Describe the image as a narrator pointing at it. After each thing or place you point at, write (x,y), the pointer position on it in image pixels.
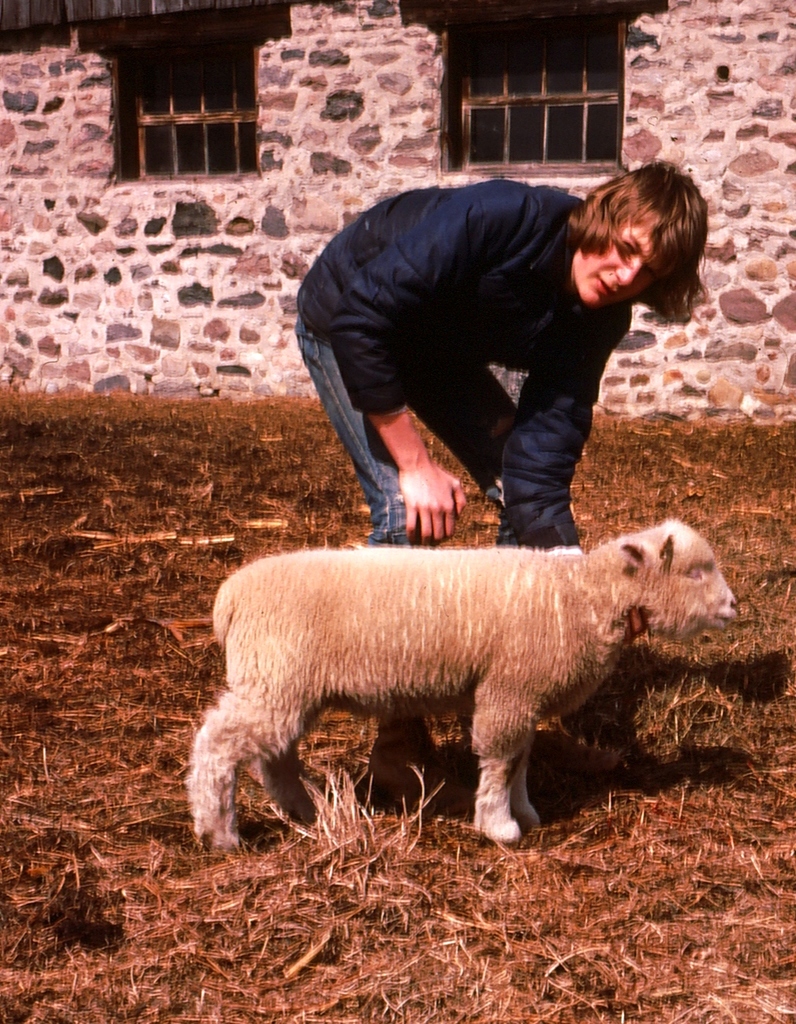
In this image there is a person (408,429) standing on the surface (39,601) of the dry grass (348,821), in front of him there is a sheep (298,754). In the background (336,201) there is a building (264,228).
